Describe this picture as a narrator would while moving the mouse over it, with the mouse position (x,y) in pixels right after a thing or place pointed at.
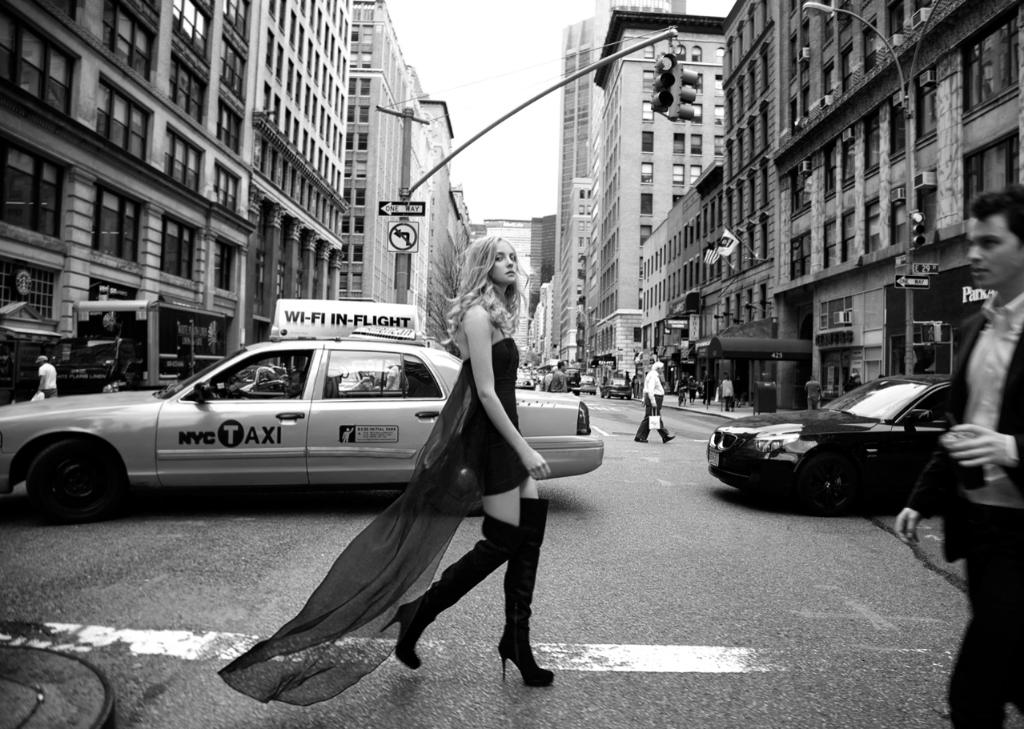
In this picture there is a girl (489,265) at the center of the image (497,261), she is wearing a long heels (532,538) and it seems to be street view, all buildings (385,68) are there around the area of the image and other people (695,387) are there at the right side of the image (706,397) and there are cars (833,440) at the left (72,500) and right side of the image (839,411), there is a traffic signal pole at the left side of the image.
